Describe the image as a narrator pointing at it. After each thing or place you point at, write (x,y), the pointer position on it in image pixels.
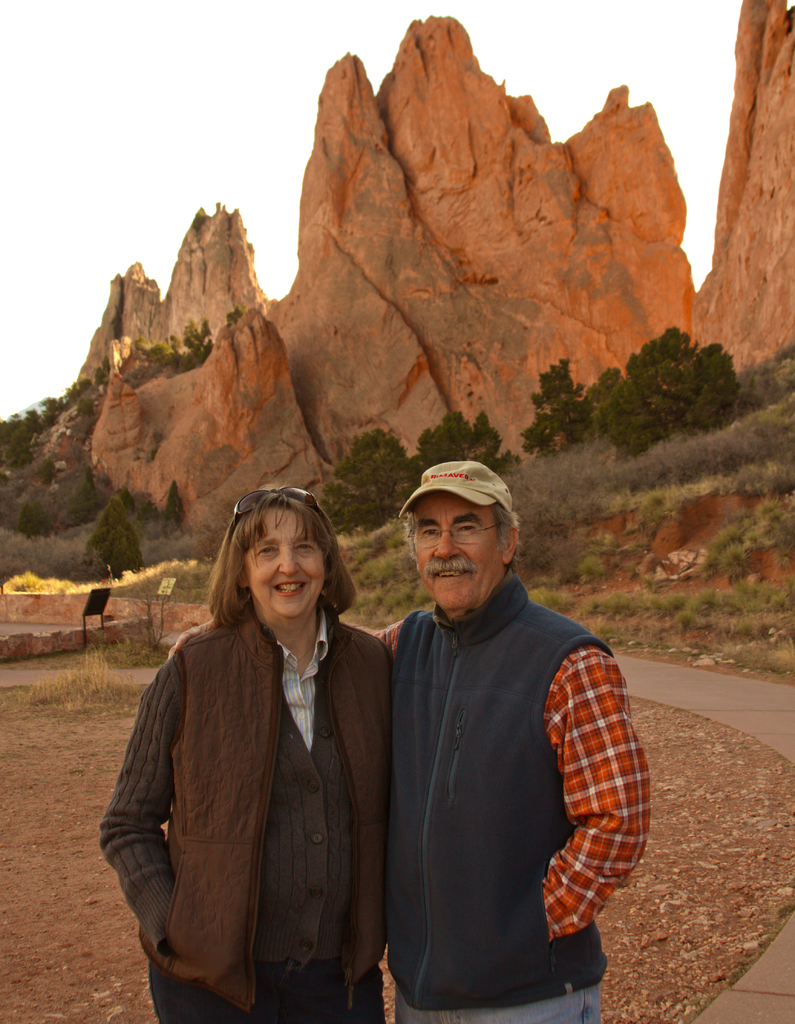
In this picture I can see a man (535,610) and a woman (310,756) in the middle (353,525), in the background (759,128) there are trees (131,560) and hills (552,246). At the top (306,71) I can see the sky (286,71).
